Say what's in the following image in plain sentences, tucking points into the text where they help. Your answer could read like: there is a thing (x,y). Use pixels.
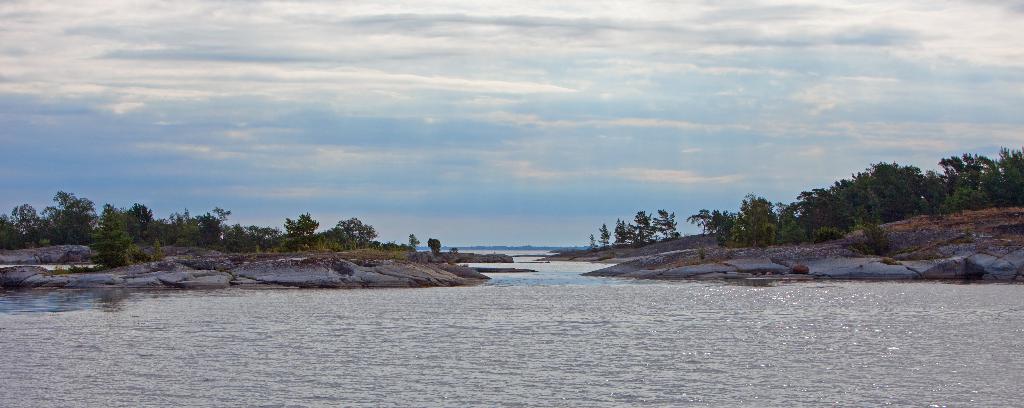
In this image I can see water (613,328). There are rocks (376,270) and trees (312,233) on the either sides. There is sky (341,91) at the top (341,91).
